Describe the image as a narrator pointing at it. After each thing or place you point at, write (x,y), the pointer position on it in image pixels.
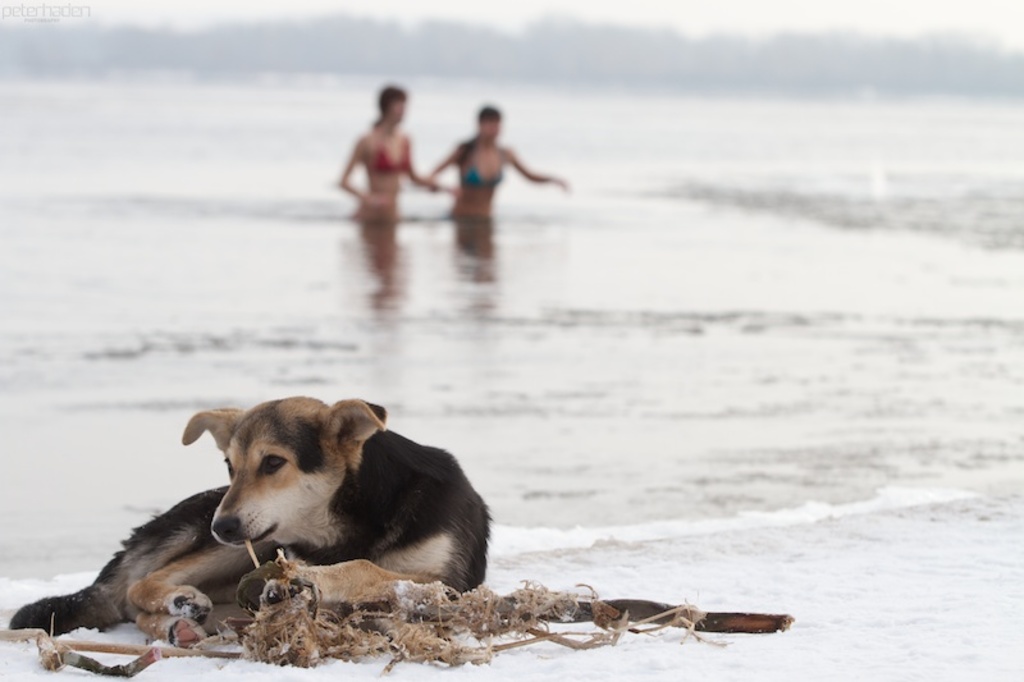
In this image there is a dog (282,524) sat on the beach side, in the background of the image (479,176) there are two women (452,164) coming out of the water (414,285).
